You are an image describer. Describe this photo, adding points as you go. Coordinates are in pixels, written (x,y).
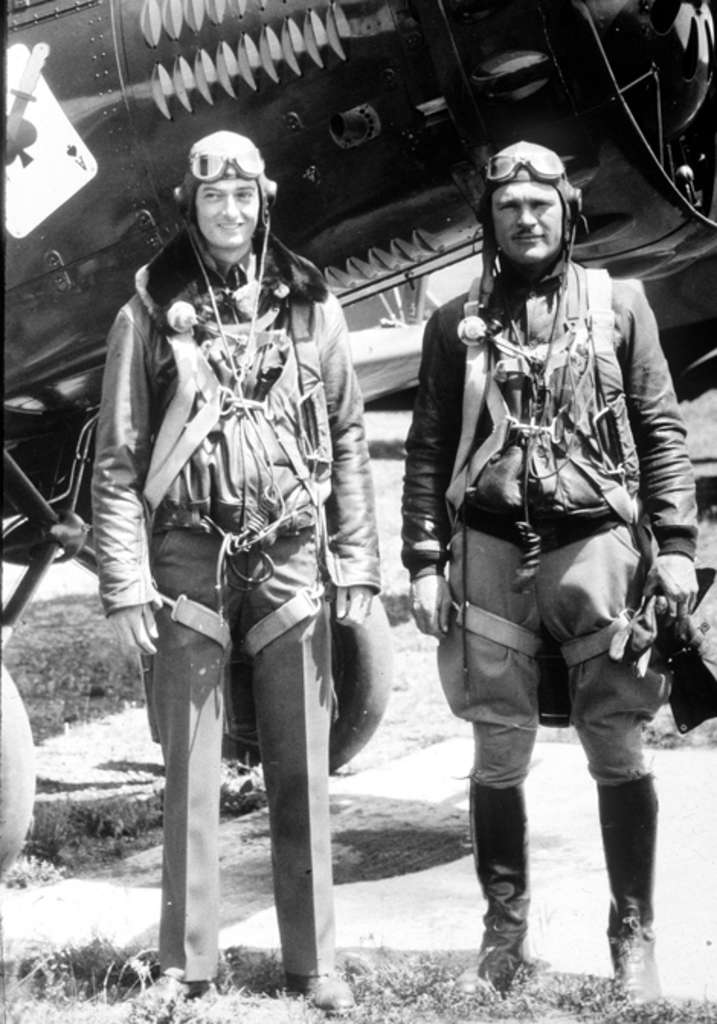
In this picture I can see there are two people (244,340) standing here and they are smiling. They are wearing a bag (247,668), coat (443,493) and a pant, the man (492,308) on to right (597,720) is holding gloves (682,641) and they are wearing caps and there is a air craft (440,112) in the backdrop (448,181) and this is a black and white picture.
